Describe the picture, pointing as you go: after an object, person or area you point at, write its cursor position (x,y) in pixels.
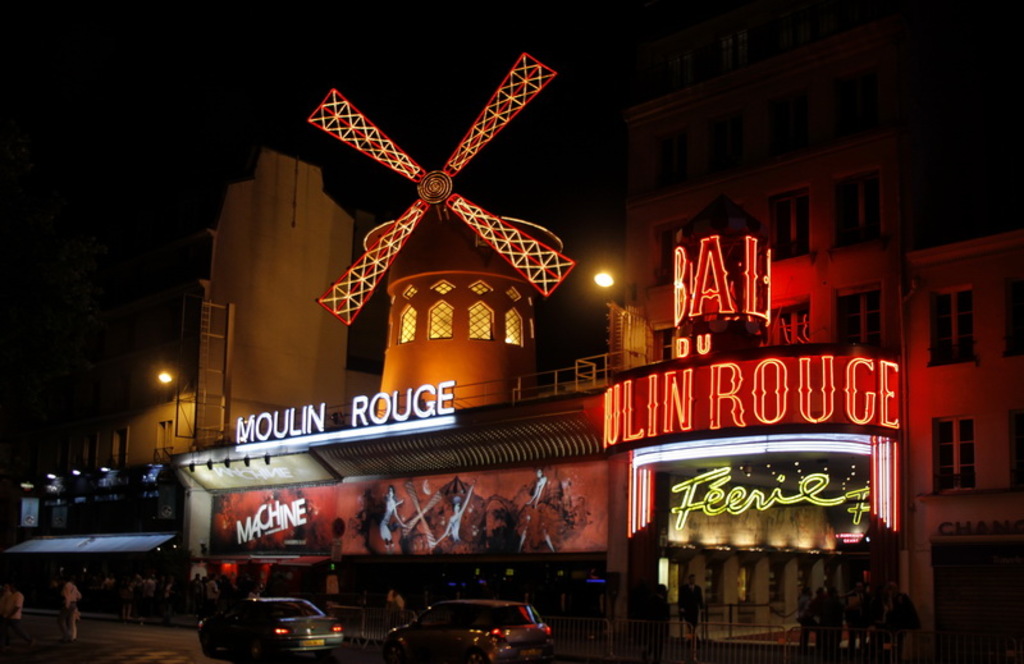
In this picture I can see the buildings (452,440). At the bottom (487,606) there are two cars (406,633) which are parked near to the barricades (612,628). Beside that I can see many people (223,585) were standing near to the wall (944,533). At the top (617,75) I can see the darkness (186,41).
